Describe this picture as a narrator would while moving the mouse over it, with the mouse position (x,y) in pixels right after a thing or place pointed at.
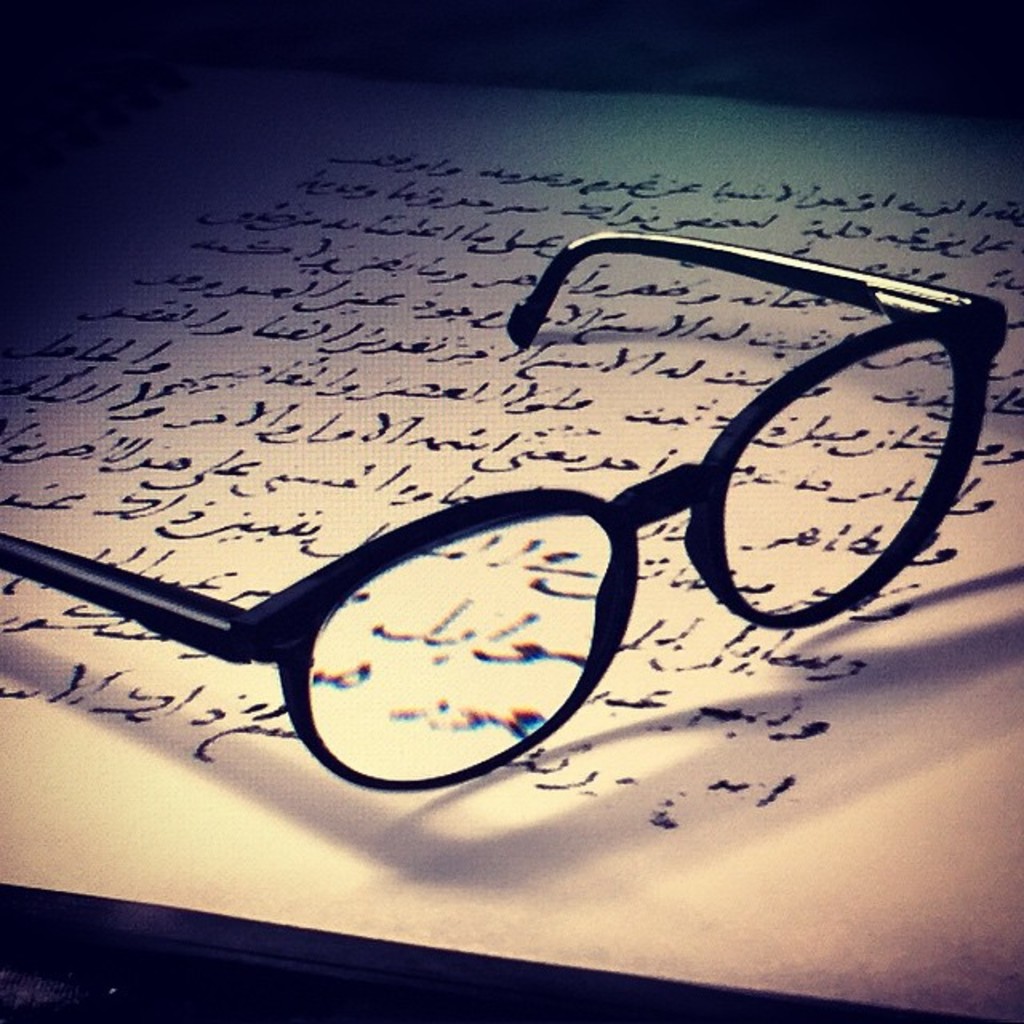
In this image there is a paper (402,427) having some text (377,442). Spectacles (556,558) are kept on the paper (461,476).
